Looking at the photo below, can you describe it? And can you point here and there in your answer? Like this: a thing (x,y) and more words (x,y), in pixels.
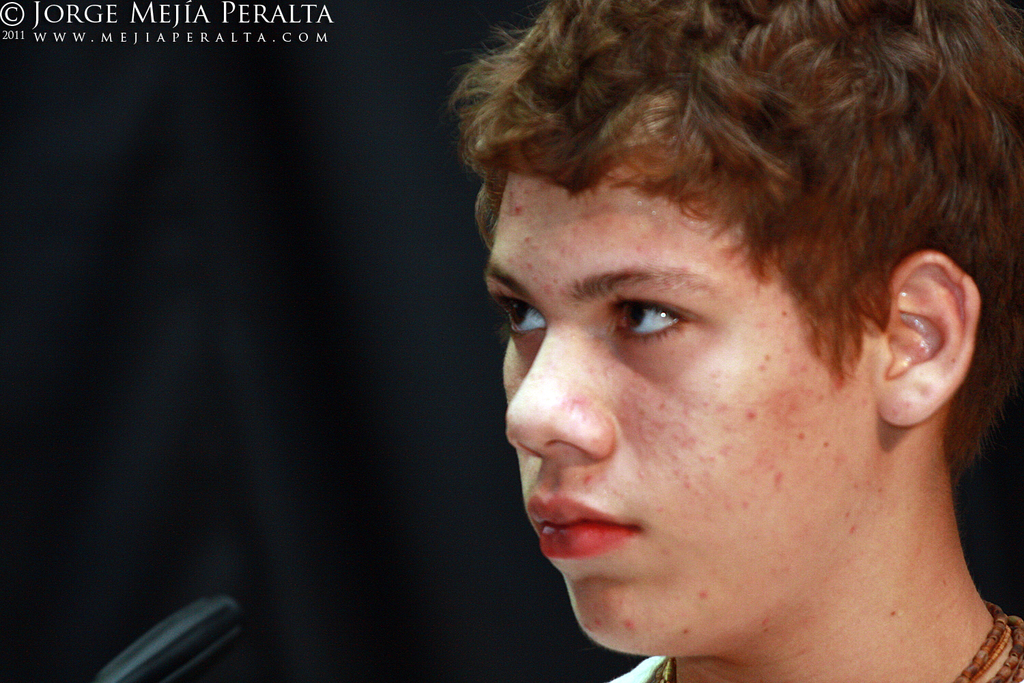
In this image, we can see a person (667,342) on the right (727,380) and the background (250,407) is in black color. At the top (94,12), there is some text (200,40) and at the bottom (187,626), there is an object (172,651).
